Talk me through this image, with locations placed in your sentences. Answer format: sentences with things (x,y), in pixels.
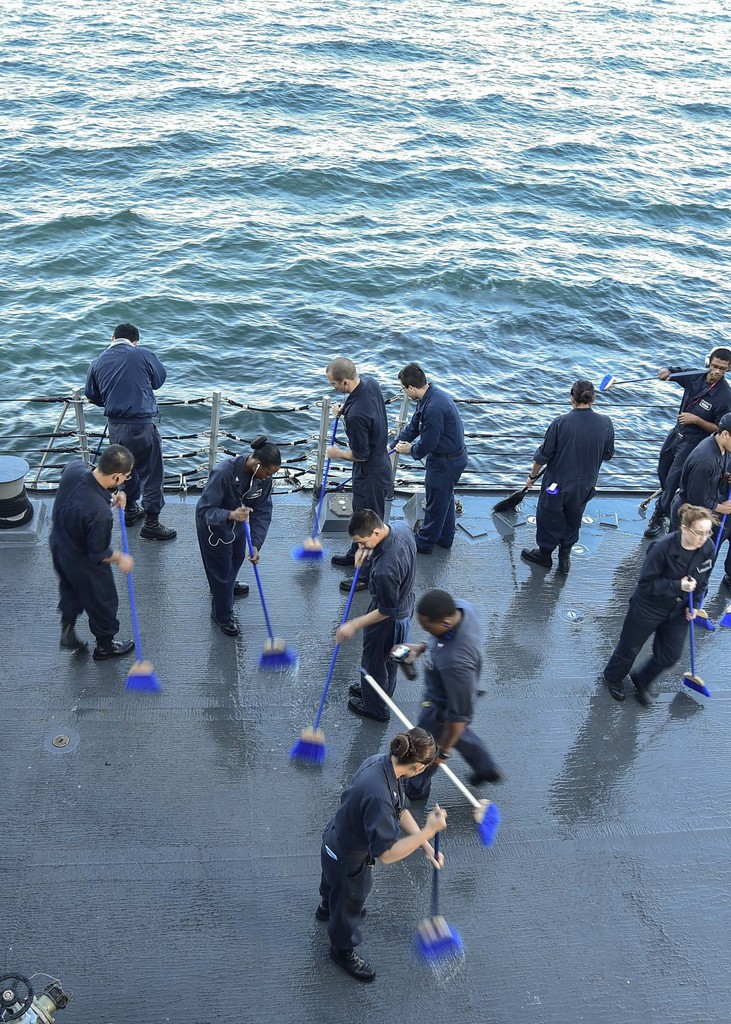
In the foreground (380,582) I can see a group of people (684,553) are holding some objects (320,548) in their hand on the floor (449,849). In the background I can see a fence (324,415), some objects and water (336,338). This image is taken may be during a day.
